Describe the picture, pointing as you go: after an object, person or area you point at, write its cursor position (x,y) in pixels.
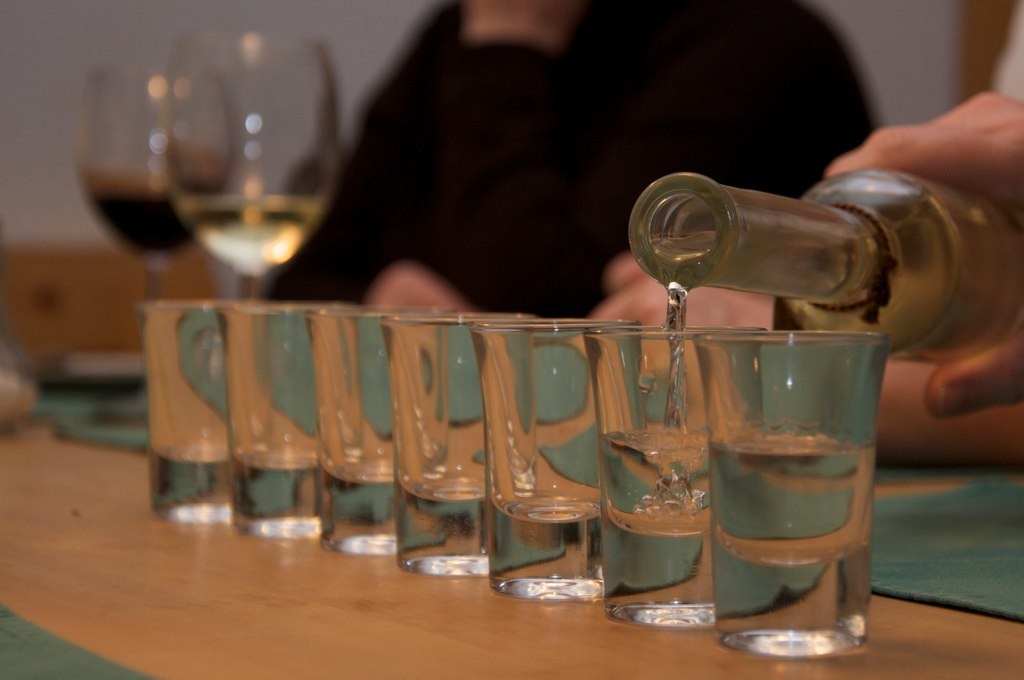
In the image I can see a person (902,138) who is holding the bottle (826,230) and pouring the juice (675,416) in the glasses (499,549) which are on the table (58,628).
